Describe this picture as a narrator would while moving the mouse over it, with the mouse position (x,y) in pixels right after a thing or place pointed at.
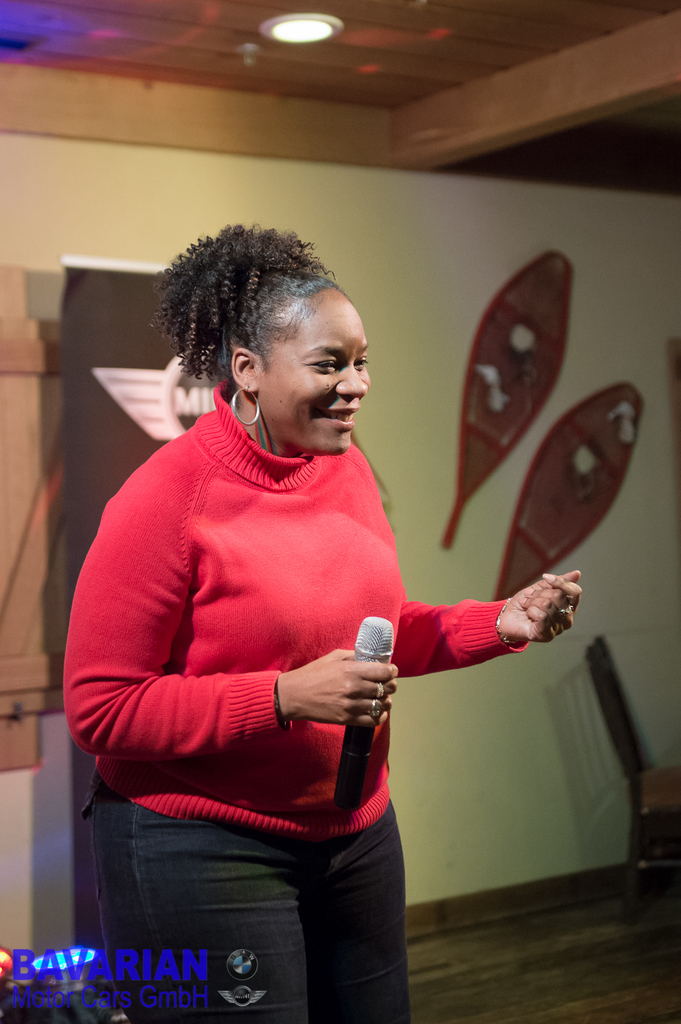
This picture shows a woman (273,322) speaking and holding a microphone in her hand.
